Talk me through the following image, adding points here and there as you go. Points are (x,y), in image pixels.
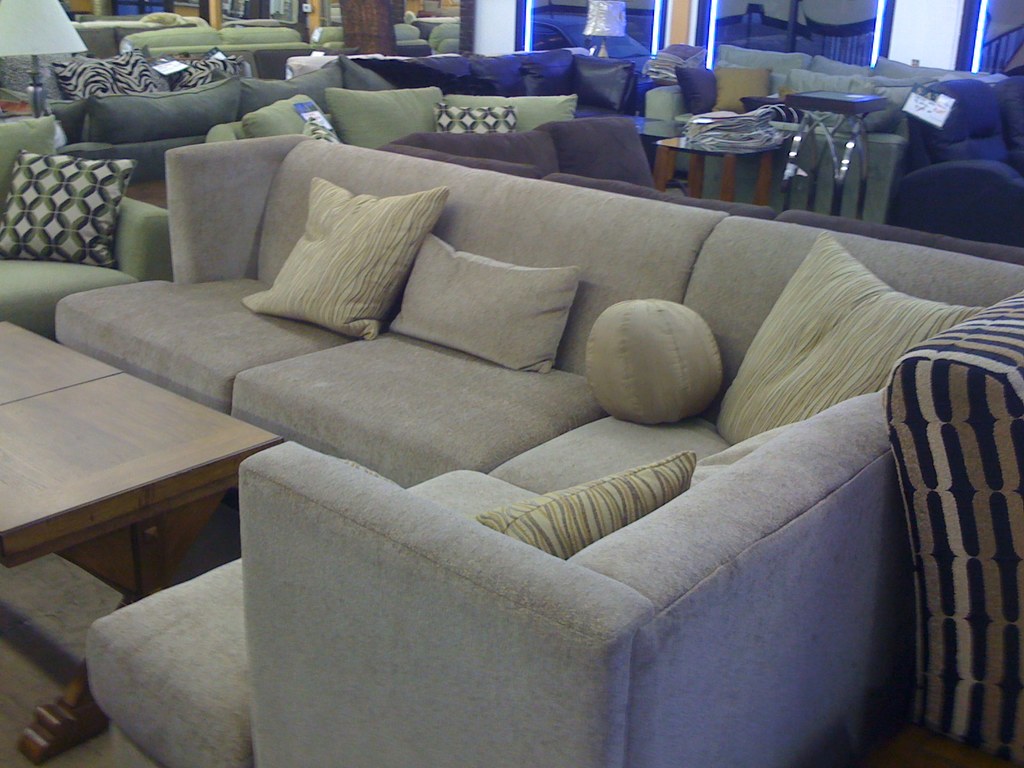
In this picture there are several types of sofas (403,382) on the floor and among them few are center tables (834,136), mirrors (730,30) and LED lights (877,35).
